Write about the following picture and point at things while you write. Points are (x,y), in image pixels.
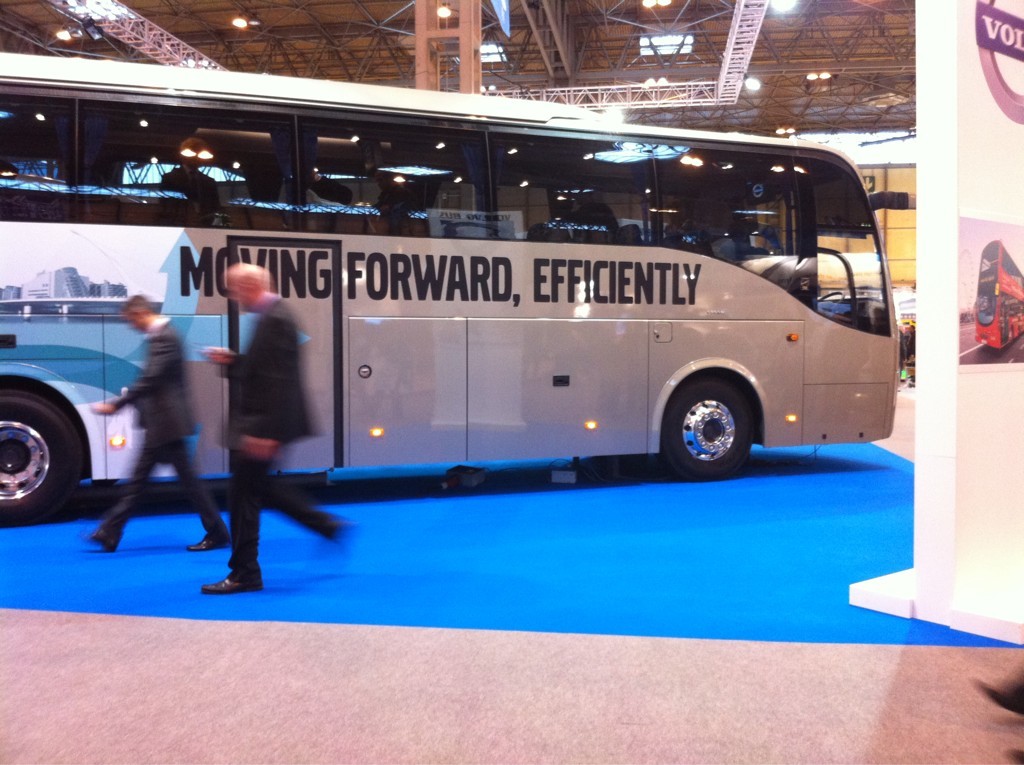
This image is taken indoors. At the bottom of the image (486,678) there is a floor (81,652) and there is a mat (741,559) on the floor (121,652). On the right side of the image (912,596) there is a wall (967,494) and there is a board (969,270) with a text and an image of a bus (1000,297) on it. At the top of the image (291,2) there is a roof (582,9) and there are many iron bars (662,68). There are a few lights (757,87). In the middle of the image (398,259) a bus (328,251) is parked on the floor (15,621) and two men (249,488) are walking on the floor (165,530). There is a text (396,284) on the bus (601,279).
